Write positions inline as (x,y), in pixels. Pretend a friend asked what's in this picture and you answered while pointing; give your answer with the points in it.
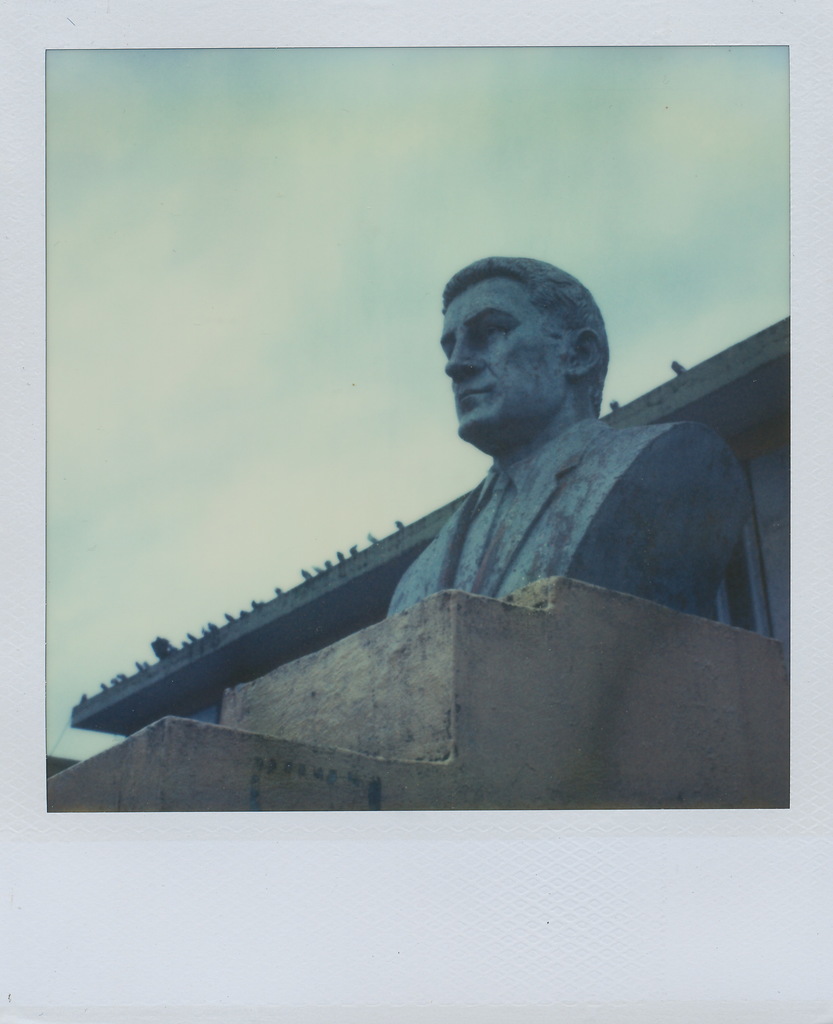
In the foreground of this poster, there is a sculpture (591,466) on the stone surface (509,704). In the background (339,573), it seems like a roof (315,600) of a building (280,622), sky (341,237) and the cloud (186,237).
